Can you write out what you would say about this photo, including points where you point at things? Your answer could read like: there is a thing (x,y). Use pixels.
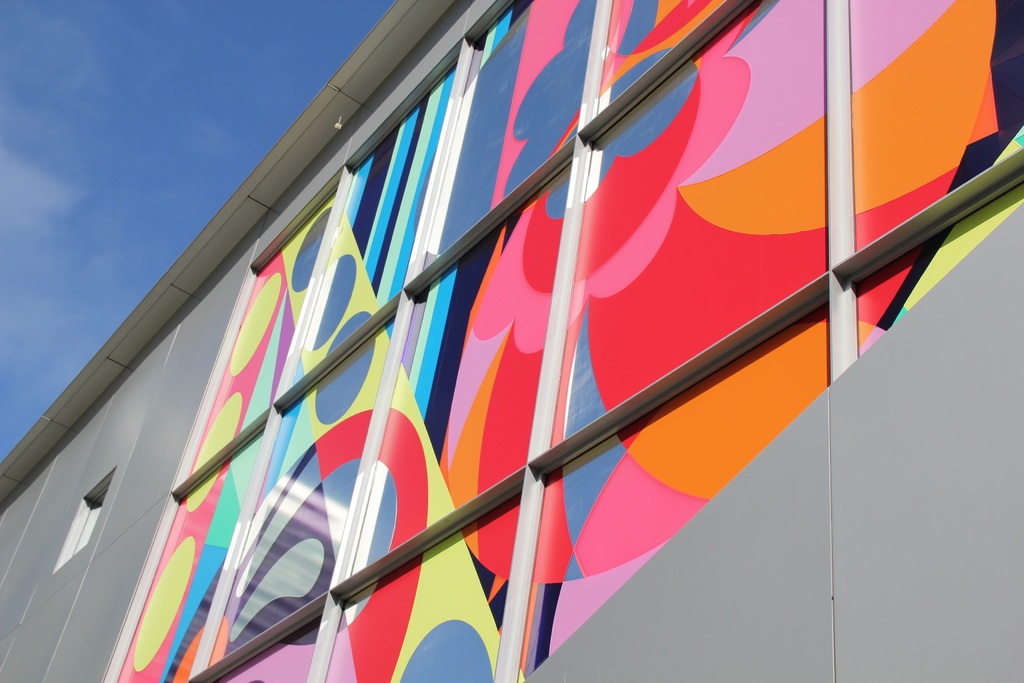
There is a building (449,642). which is having roof (374,56) and windows (400,184). which are having glass (570,105). On which, there are paintings (510,161). In the background (228,75), there are clouds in the blue sky (113,56).
